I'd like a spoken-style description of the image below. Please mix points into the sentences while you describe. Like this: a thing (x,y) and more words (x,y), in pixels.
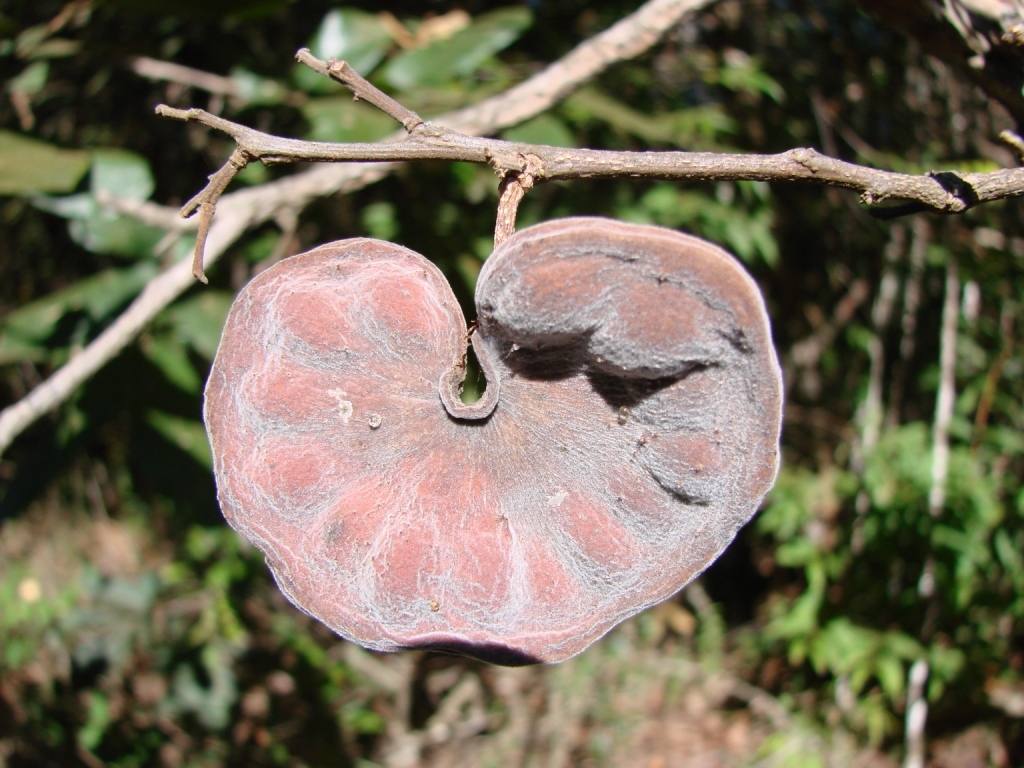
In this image I can see few stems (511,104) and a brown color thing (327,243) in the front (645,329). In the background (878,355) I can see few trees (50,292) and I can also see this image is little bit blurry in the background (873,342).
